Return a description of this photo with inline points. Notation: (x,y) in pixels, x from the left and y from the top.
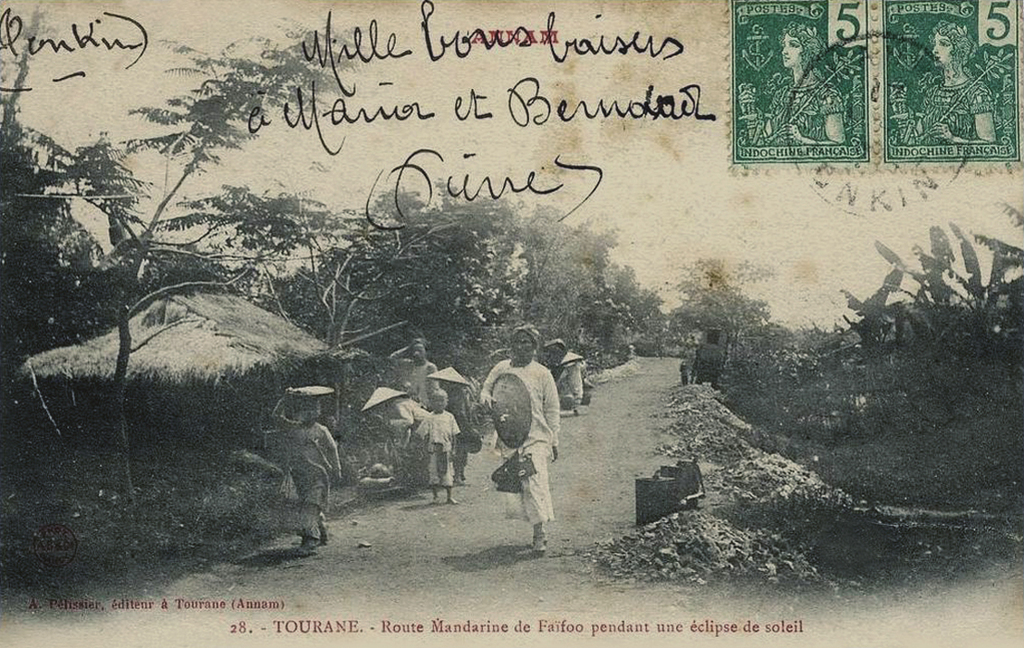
As we can see in the image there is a paper (664,375). On paper (471,94) there are huts (238,328), trees (699,330), plants (918,339), few people (423,388) here and there and a sky (556,100).
